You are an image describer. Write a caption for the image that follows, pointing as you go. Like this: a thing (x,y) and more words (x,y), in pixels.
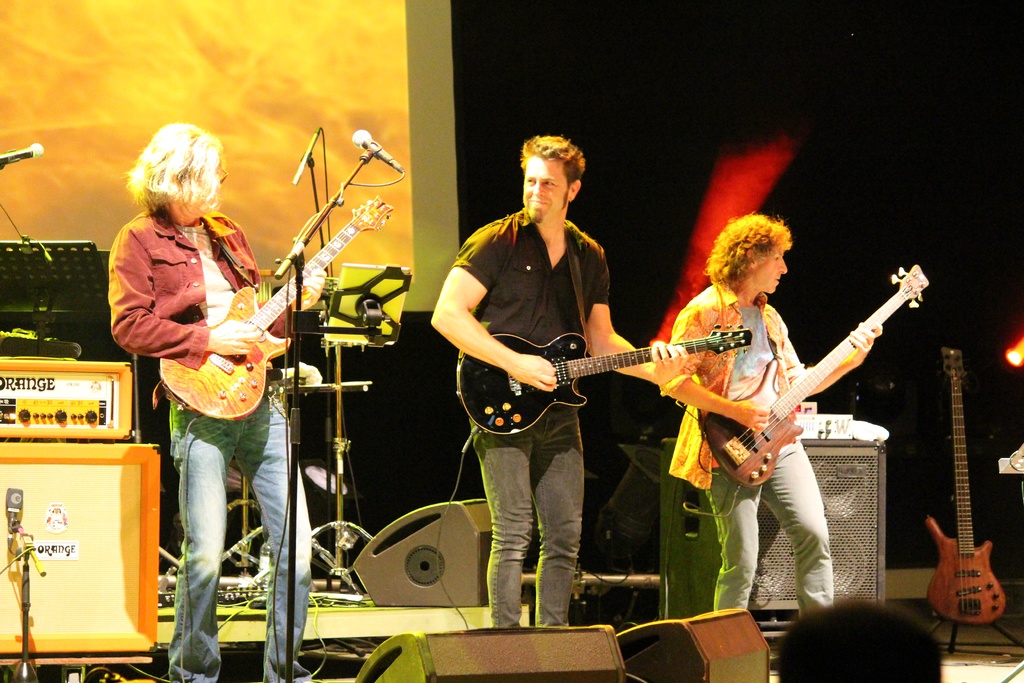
In this picture we can see three persons (551,429) standing on the stage (251,611). And they are playing guitar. This is the mike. And these are some musical instruments (954,593).
